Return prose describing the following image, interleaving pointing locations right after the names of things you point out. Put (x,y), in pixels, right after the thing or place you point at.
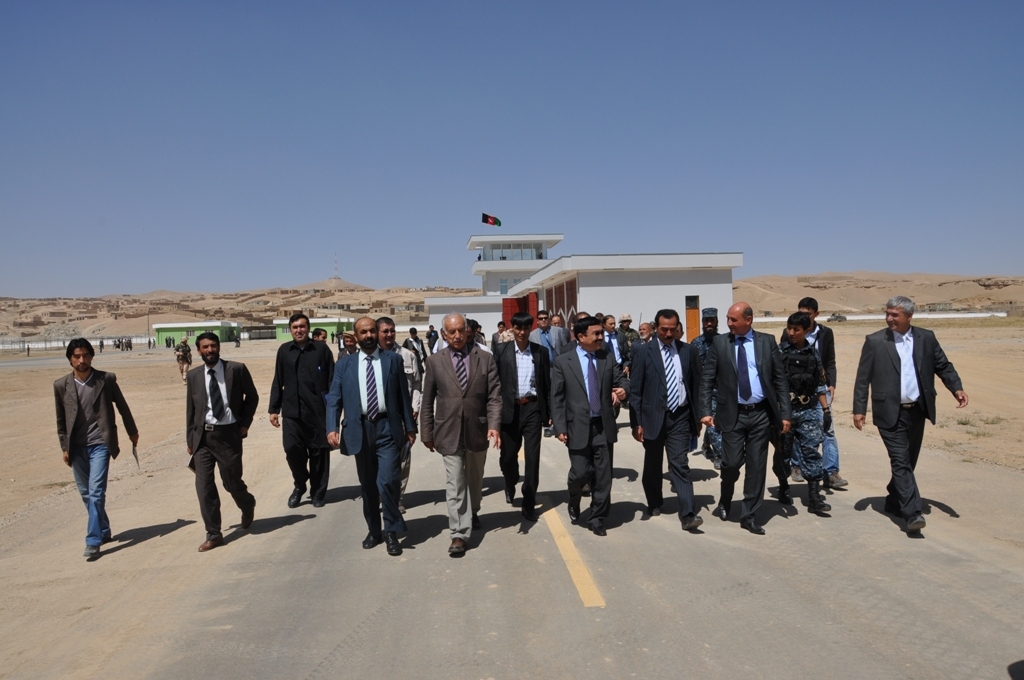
In this image we can see people (457,384) with suits (555,379) walking on the road (561,579). In the background (235,315) we can see some buildings (540,270). Image also consists of poles (149,302) and flag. At the top (477,102) there is sky (594,83).
